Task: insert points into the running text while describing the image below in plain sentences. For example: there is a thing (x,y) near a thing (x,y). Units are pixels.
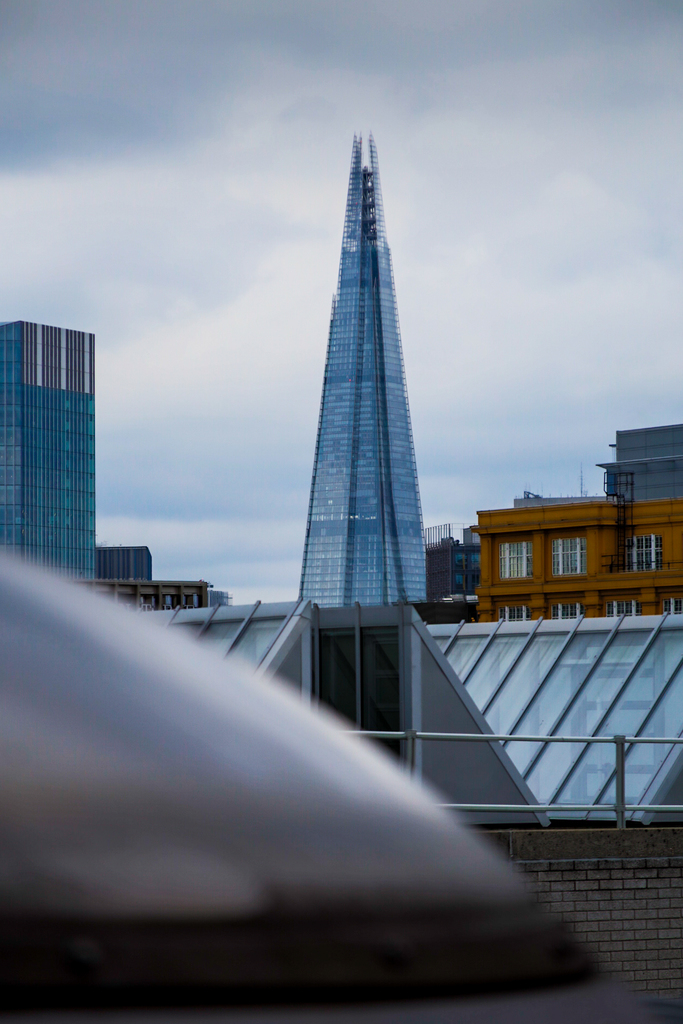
In this picture there are buildings (671,497). In the foreground (655,878) there is a railing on the wall (593,881). At the top (209,153) there is sky (233,159) and there are clouds (416,250).
